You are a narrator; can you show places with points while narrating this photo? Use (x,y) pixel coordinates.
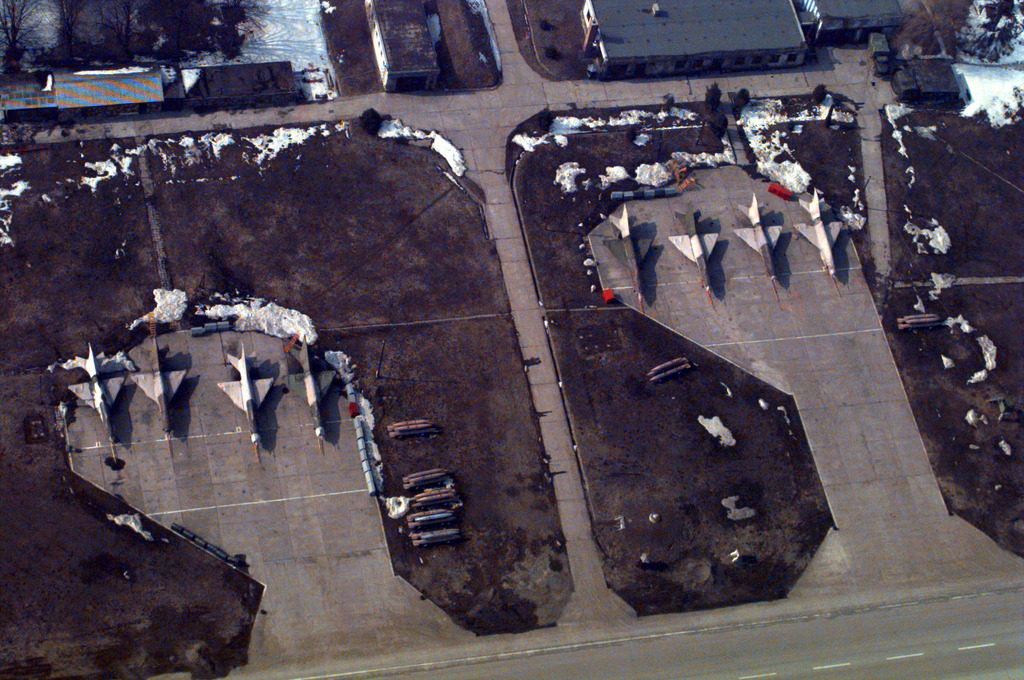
This is an image clicked from the upside. In the middle of the image (639,265) there are few aircrafts (175,387) on the ground (694,333). At the bottom (841,673) there is a road (786,673). At the top of the image (707,23) there are buildings (224,84) and trees (138,37).
